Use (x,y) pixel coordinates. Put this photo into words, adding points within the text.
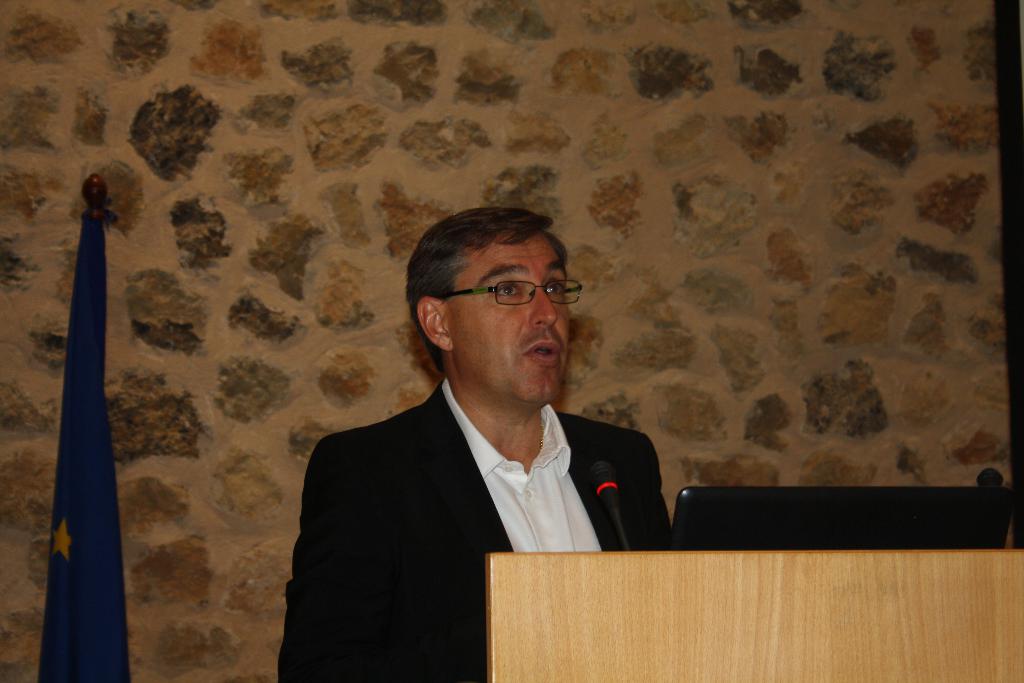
In this image, we can see a person (388,507) wearing glasses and we can see a mic (612,508) and a laptop (811,539) on the podium (614,590). In the background (101,428), there is a flag (113,511) and we can see a wall (588,172).
